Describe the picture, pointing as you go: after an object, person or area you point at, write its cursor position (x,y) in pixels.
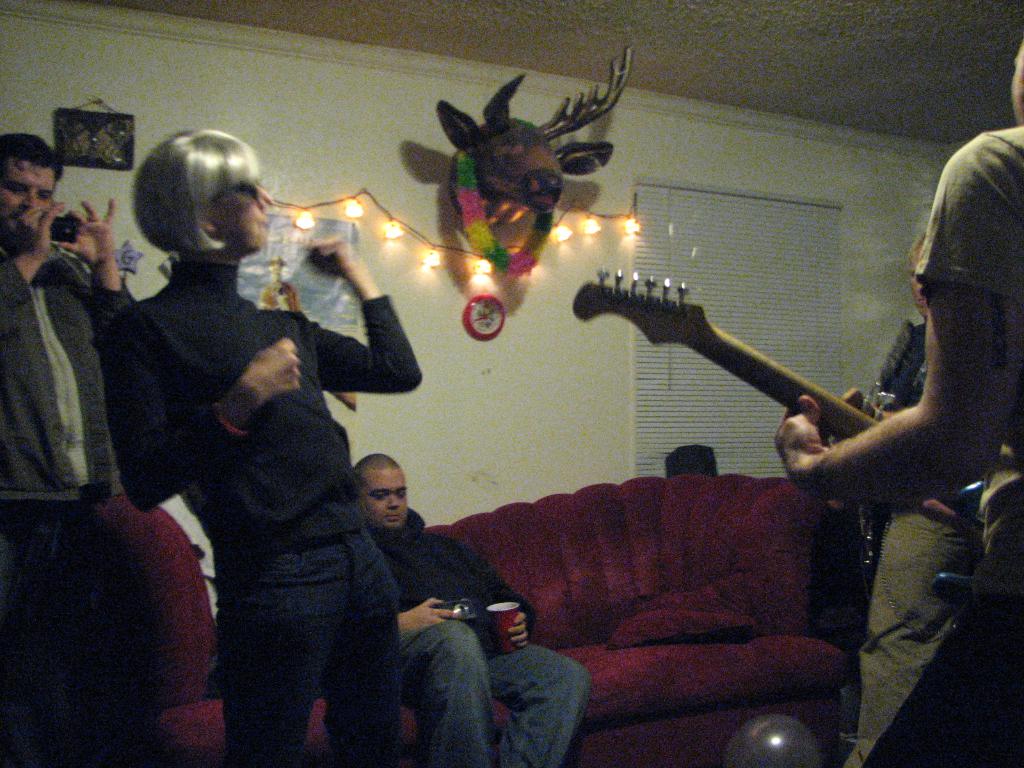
This is a room (586,278) there are few people (19,324) partying. On the right (876,489) a person (966,244) is playing guitar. On the left (55,286) a person (67,268) is recording in his phone (76,228). And a person (480,589) is sitting on the sofa (591,568). On the wall (354,122) there is a poster (281,303), frame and a light (436,255) hanging on it.
